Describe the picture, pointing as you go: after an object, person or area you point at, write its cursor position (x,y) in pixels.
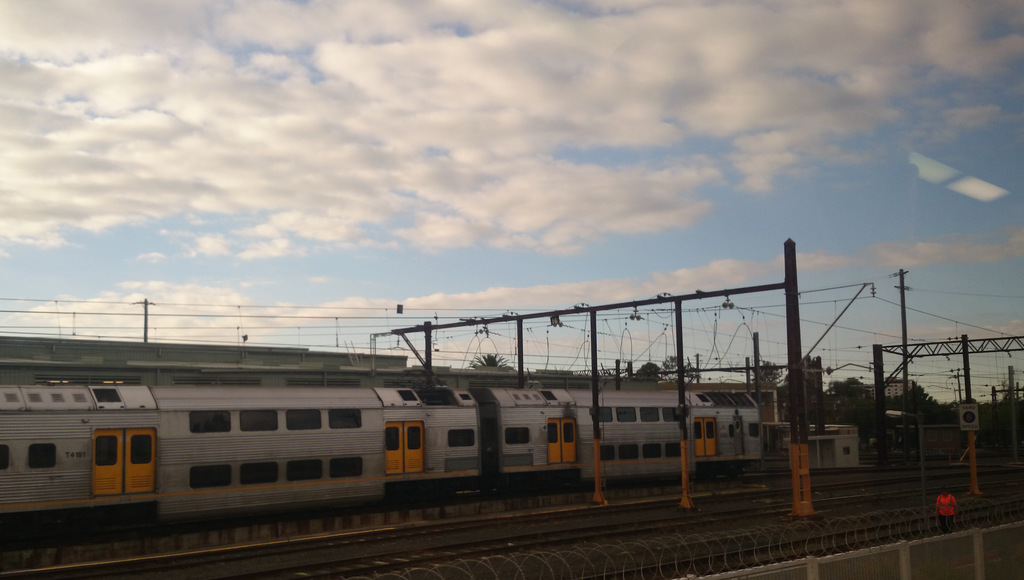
A train (517,447) is moving on the railway track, these are the railway tracks (599,513), at the top (480,110) it is the sky (480,110).
